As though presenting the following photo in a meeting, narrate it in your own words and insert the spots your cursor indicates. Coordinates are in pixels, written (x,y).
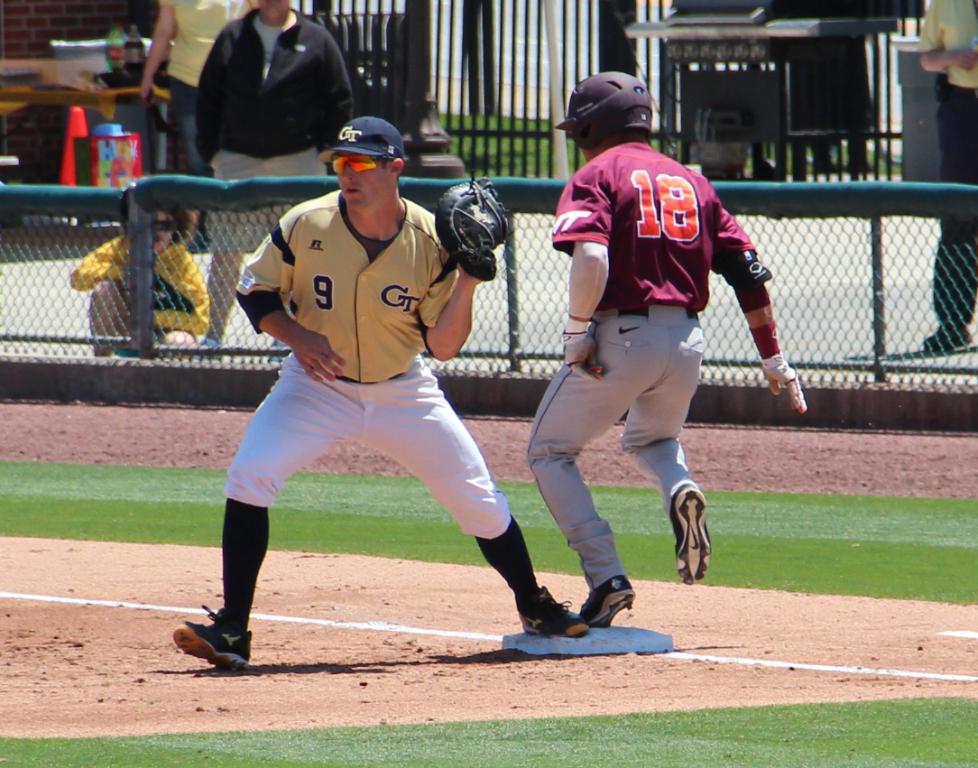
Front we can see two people (404,392). Background (210,271) there is a mesh (902,277). people (188,152) and table (114,96). On this table (48,97) there are bottles (132,57).
